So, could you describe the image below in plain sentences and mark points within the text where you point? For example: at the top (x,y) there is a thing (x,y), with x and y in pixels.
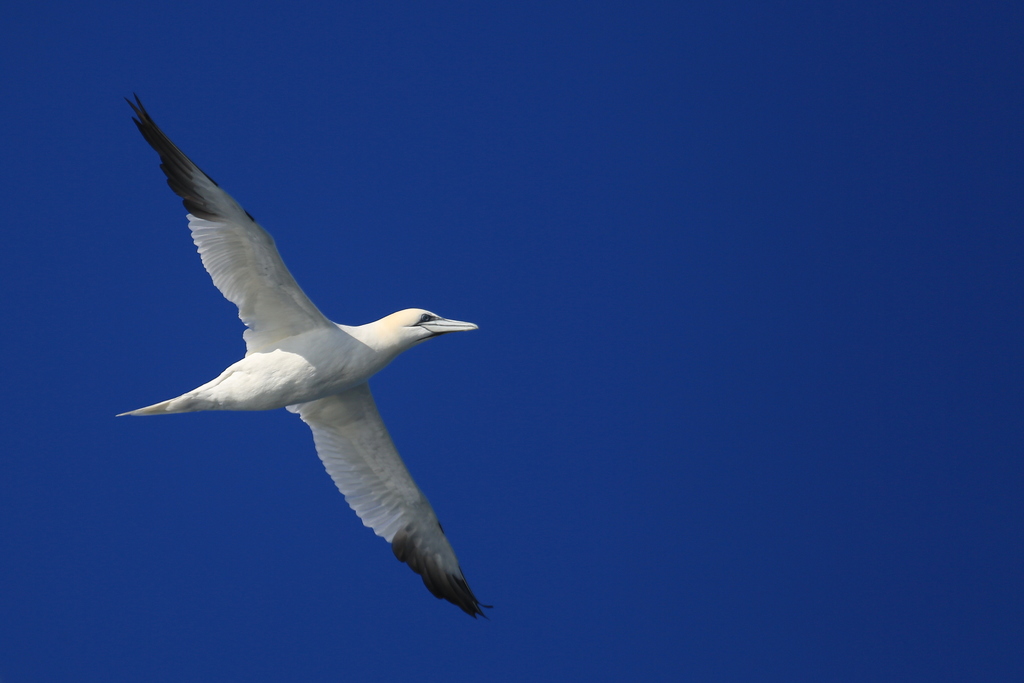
In this picture we can see a bird (442,570) flying in the sky (584,148).
